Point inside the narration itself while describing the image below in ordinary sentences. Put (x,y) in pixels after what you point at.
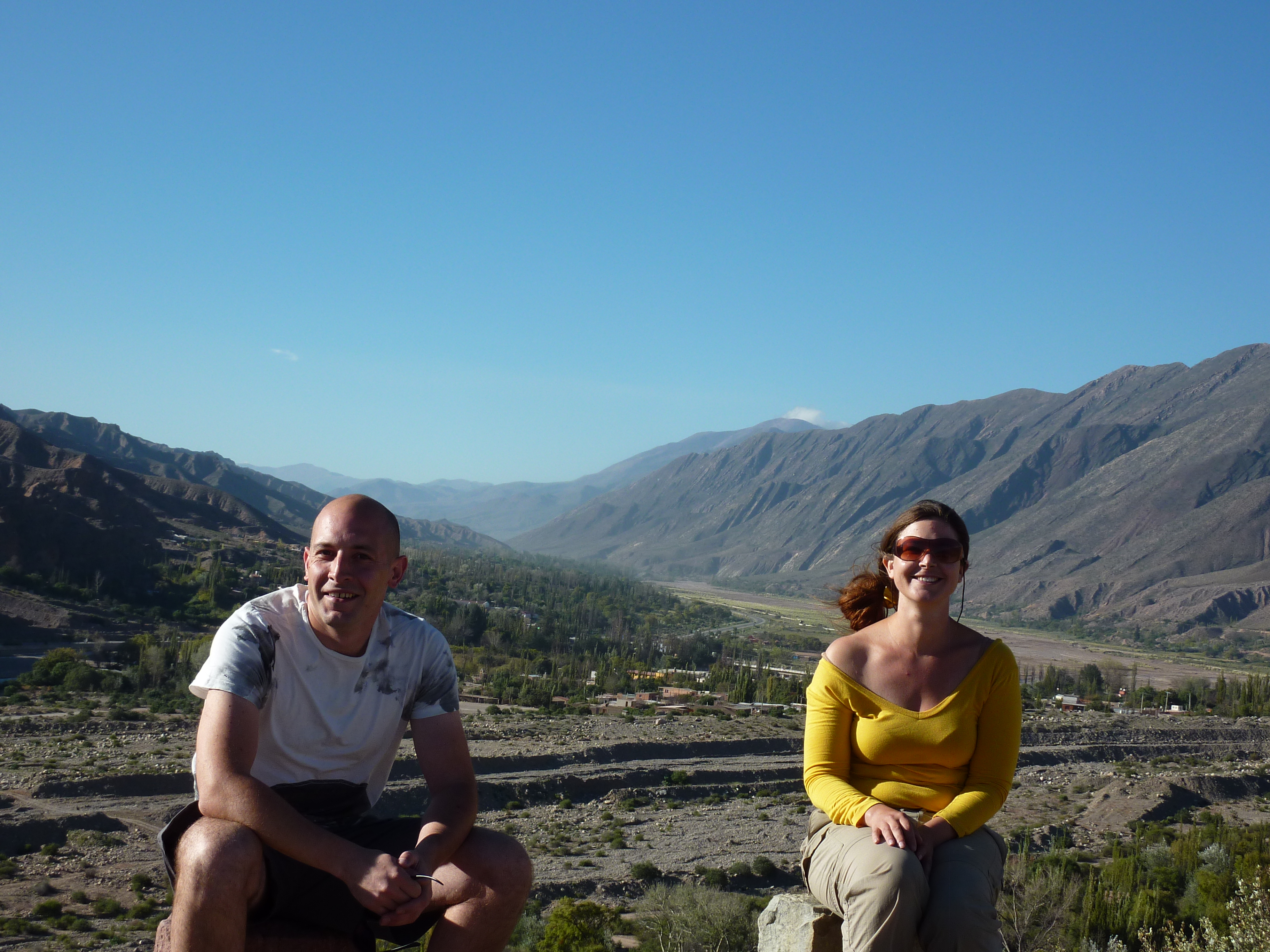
In this image, we can see a woman (840,765) and man (298,763) are sitting. They are watching and smiling. In the background (1248,942), we can see trees (1210,916), houses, plants (731,938), hills (856,543) and the sky (689,315).
